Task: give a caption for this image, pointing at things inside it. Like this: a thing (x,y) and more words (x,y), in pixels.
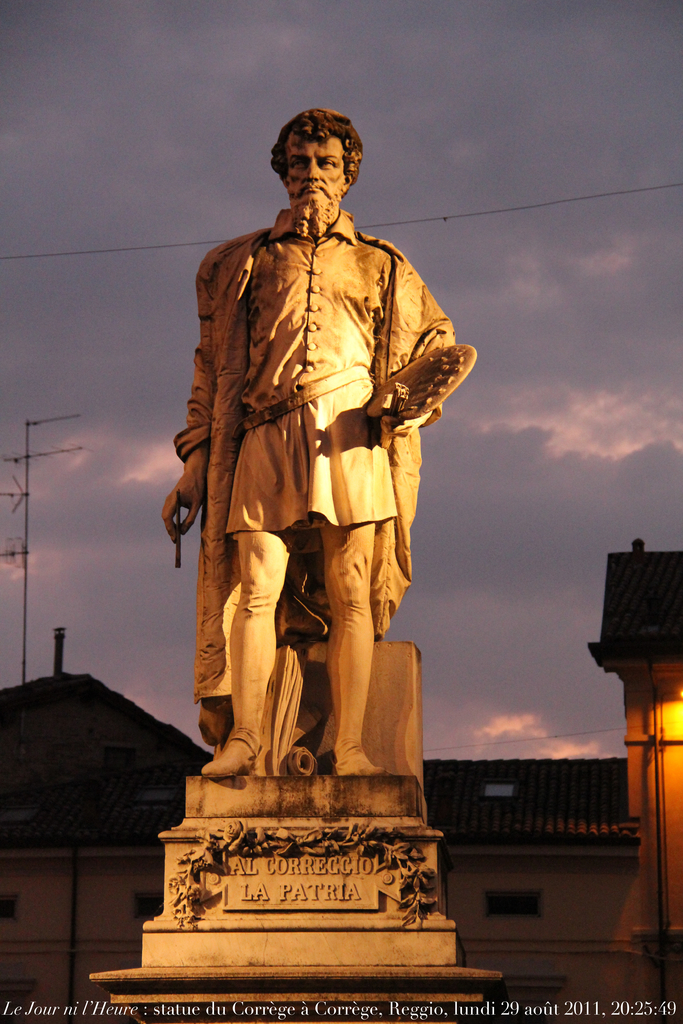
In this image we can see the sculpture (295,950), written text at the bottom (488,1011), we can see the houses (657,723), cable wires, at the top (433,63) we can see the sky (241,141) with clouds (628,404).
